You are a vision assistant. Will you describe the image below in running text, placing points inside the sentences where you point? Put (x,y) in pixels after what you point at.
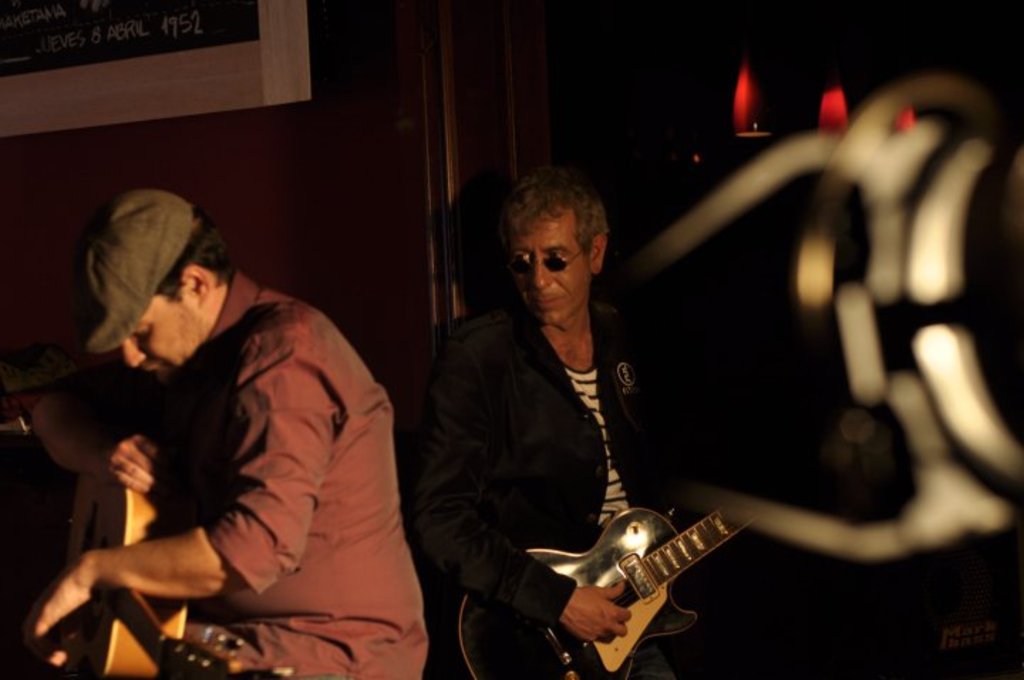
In this image we have two persons (436,485) who are playing a guitar (589,649). The person (282,528) on the left side (221,472) is wearing a red t-shirt (273,433) and a hat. And the person (524,396) on the right side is wearing a black suit (540,451) and glasses (549,256).
